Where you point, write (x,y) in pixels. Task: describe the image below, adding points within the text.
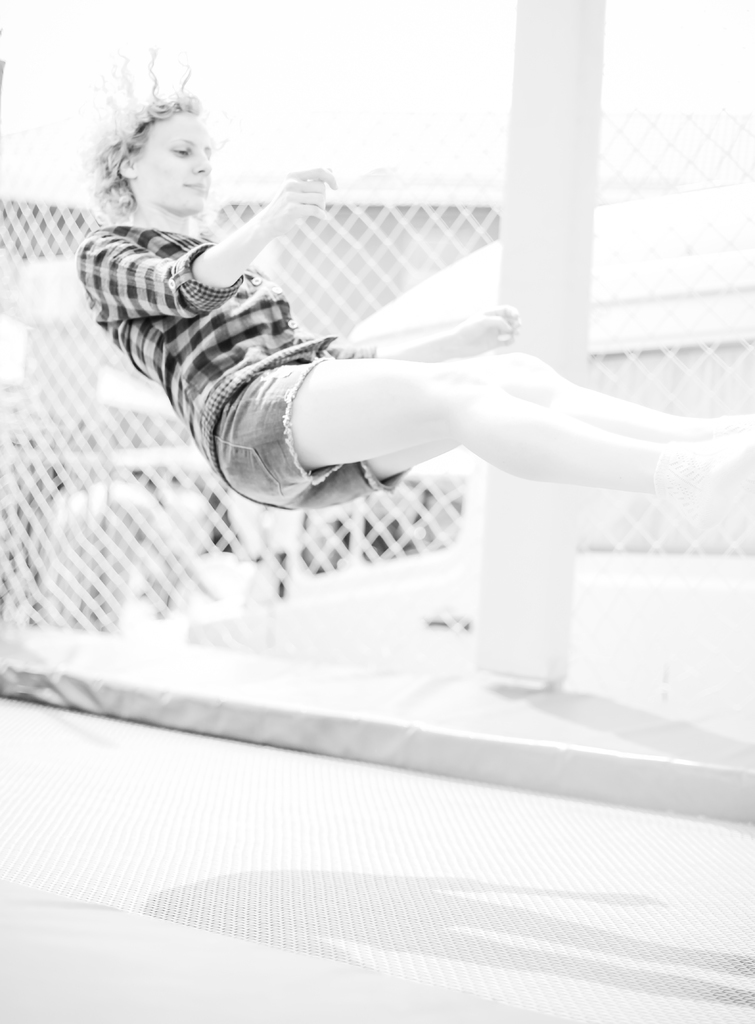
In the center of the image (375,429) we can see a person (425,396). In the background (510,629) there is a pole (525,629) and we can see a net (152,538). At the bottom (316,970) there is a trampoline (319,950).
